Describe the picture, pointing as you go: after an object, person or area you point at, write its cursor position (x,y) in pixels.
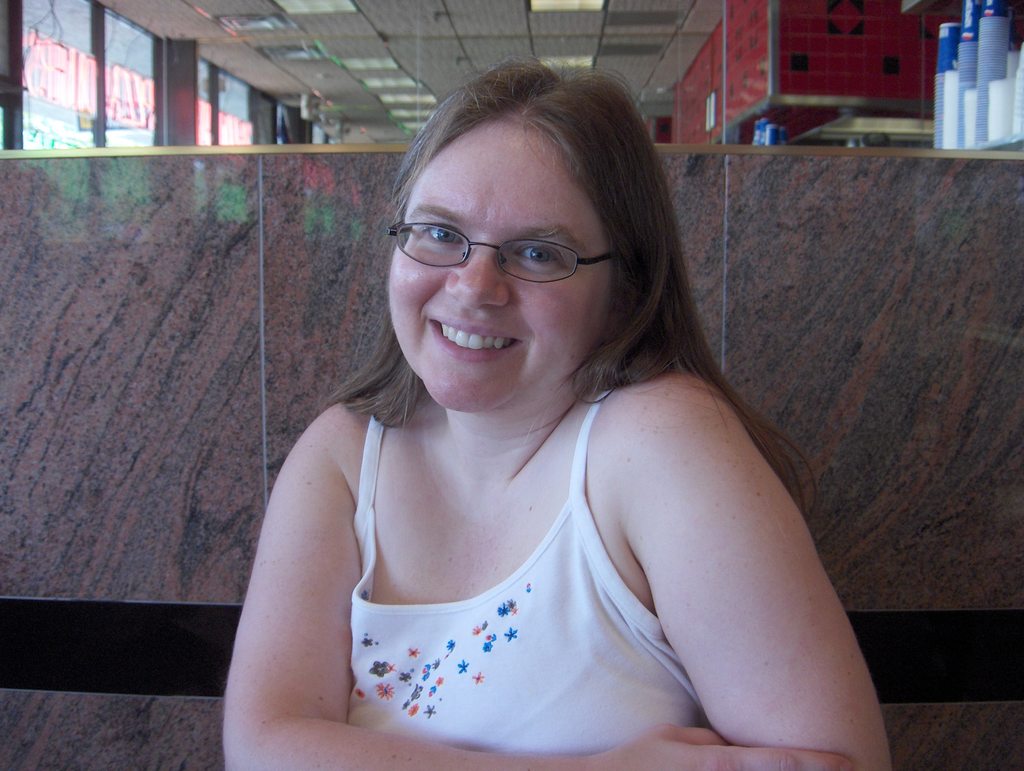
In this picture we can see a woman (524,523) smiling, at the right top (999,110) there are some glasses (980,101), in the background (136,66) we can see glass (126,84), there are some lights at the top of the picture (403,98).
